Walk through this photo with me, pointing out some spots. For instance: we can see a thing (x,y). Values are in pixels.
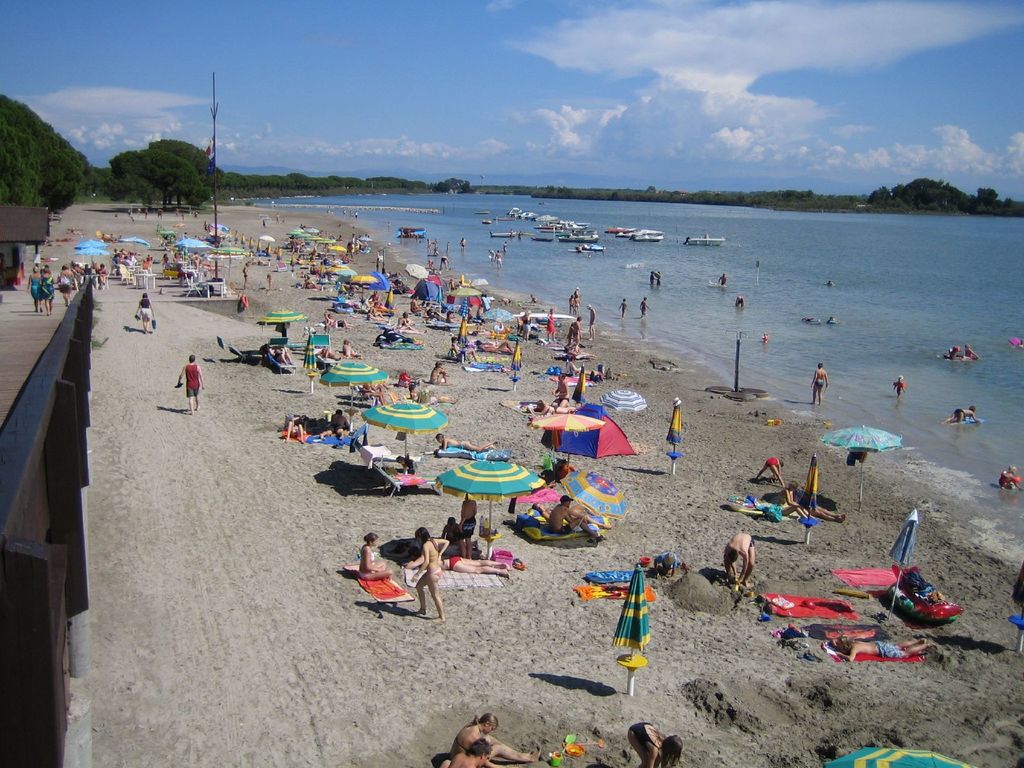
This picture is clicked in the beach (723,460). In this picture, we see many people (418,397) walking on the beach (449,502). There are umbrella tents (437,418) in green color. We see a tent (606,438) in blue and red color. On the right side (693,234), we see boats (550,223) in the water (526,244). There are many trees (152,176) in the background (736,195). At the top of the picture (330,93), we see the sky (478,81) and the clouds (727,115). On the left side (73,490), we see a board (63,449) in black color.
